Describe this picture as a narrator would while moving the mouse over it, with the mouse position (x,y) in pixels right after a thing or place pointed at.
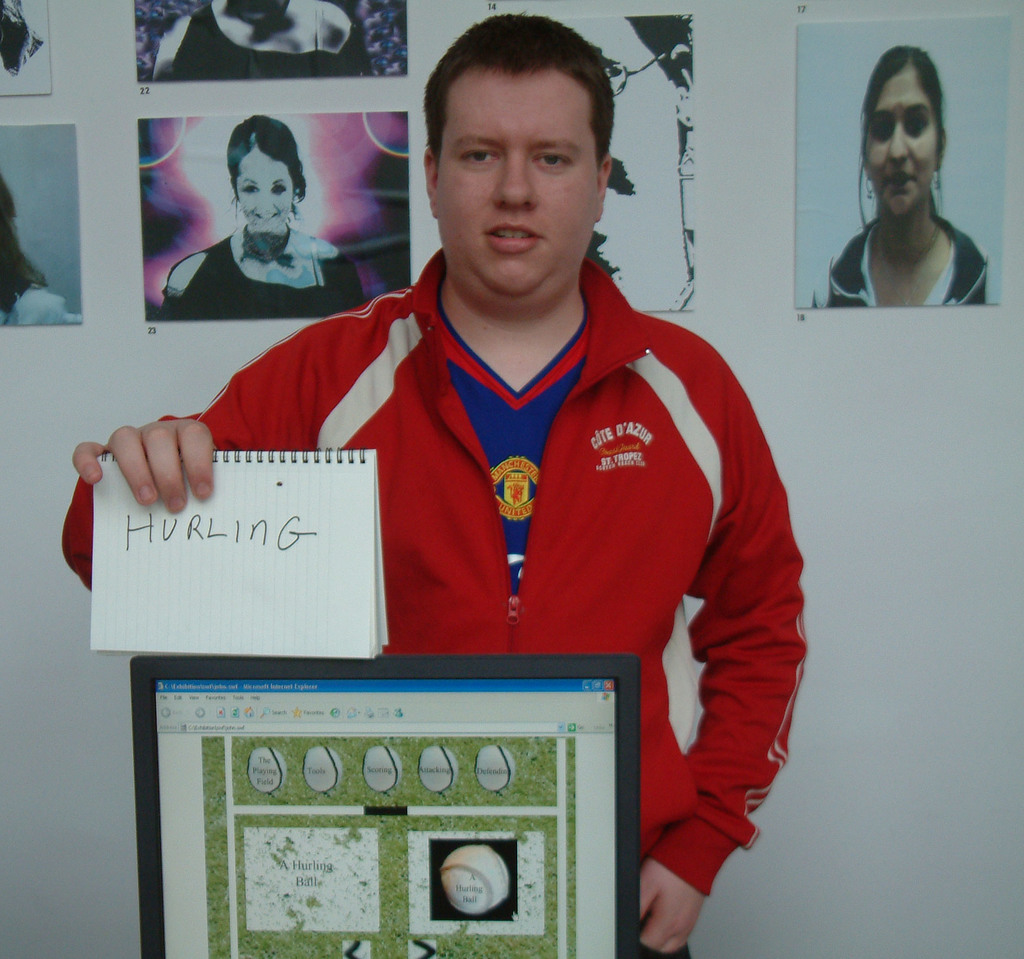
In this image I can see a man (413,388) is standing and holding a notebook (163,525). I can see he is wearing blue dress (511,439) and on it red jacket (449,380). I can also see something is written over here. In the background (168,312) I can see few photos (946,50) and here I can see a black monitor (226,668).
